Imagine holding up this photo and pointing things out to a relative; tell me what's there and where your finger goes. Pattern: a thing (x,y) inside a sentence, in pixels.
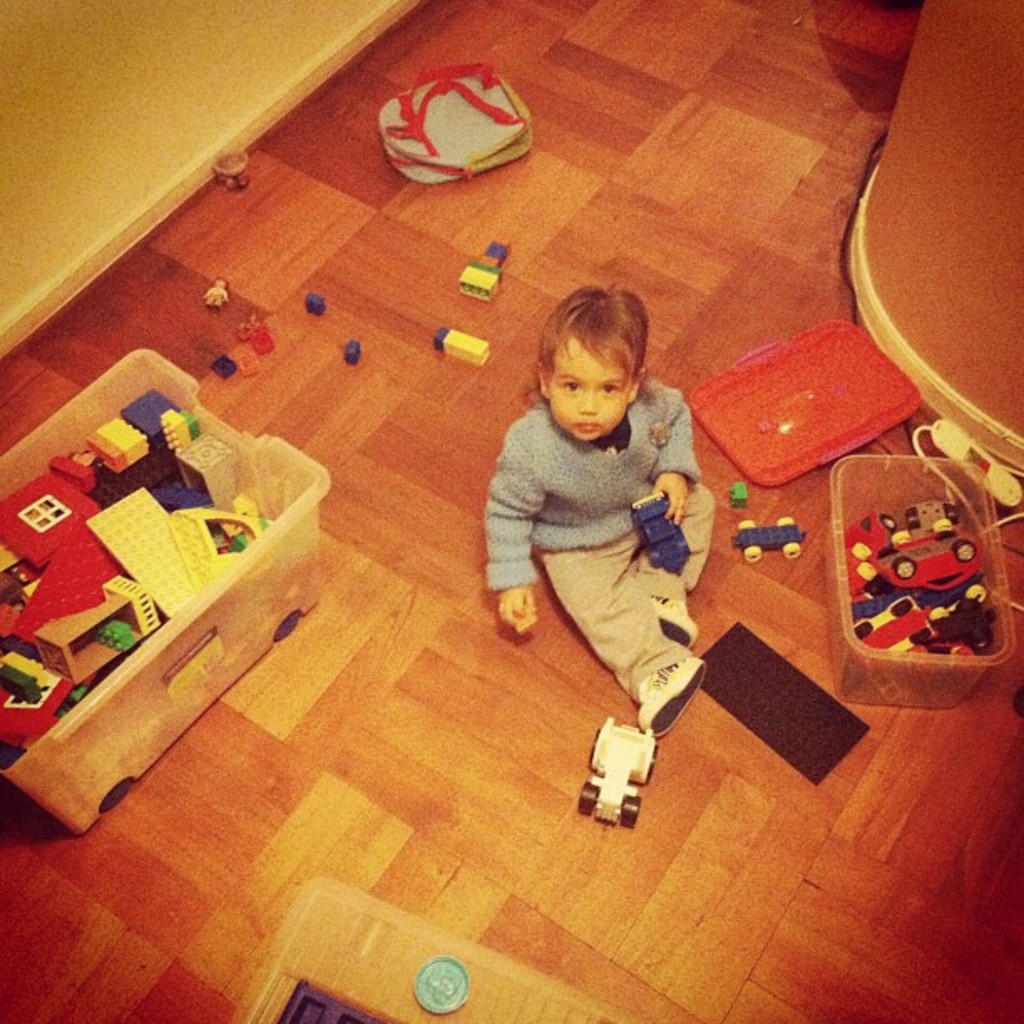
In this image I can see a person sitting and holding few toys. I can also see few toys (889,626) in the basket (889,666) and some are on the floor (216,230), background (76,48) the wall (133,140) is in cream color.
